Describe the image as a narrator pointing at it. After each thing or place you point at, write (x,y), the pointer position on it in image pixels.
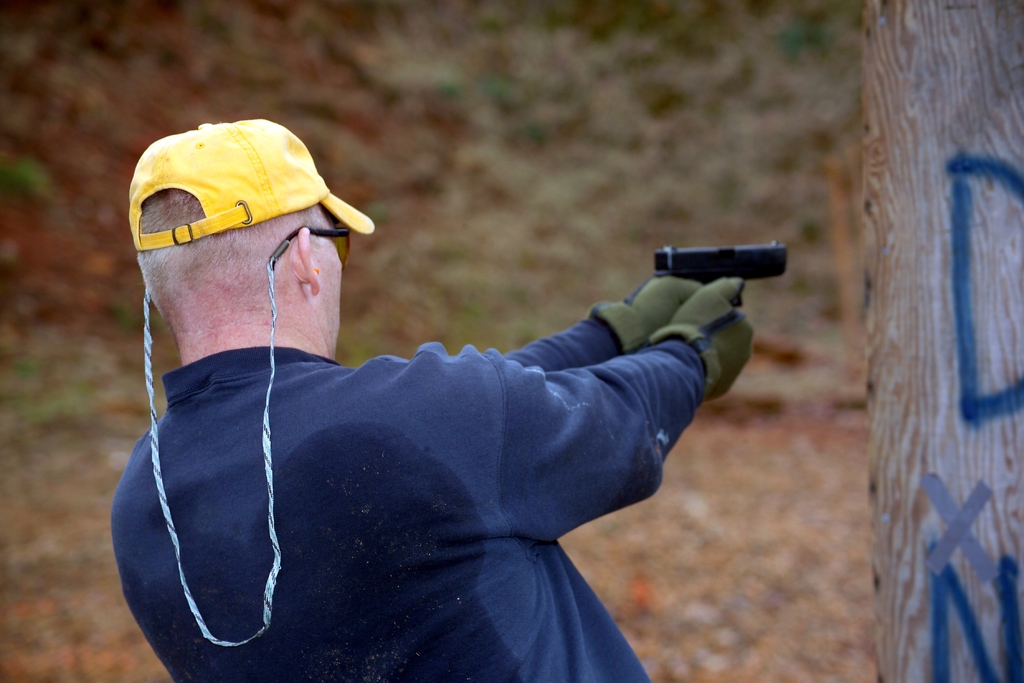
This image is taken outdoors. At the bottom of the image (751,545) there is a ground (52,496). On the right side of the image (933,442) there is a wood (918,181). In the middle of the image (370,422) a man (350,466) is standing and he is holding a gun (764,261) in his hands (724,298). He has worn a cap (258,192), a sweatshirt (434,466) and gloves (689,322).
